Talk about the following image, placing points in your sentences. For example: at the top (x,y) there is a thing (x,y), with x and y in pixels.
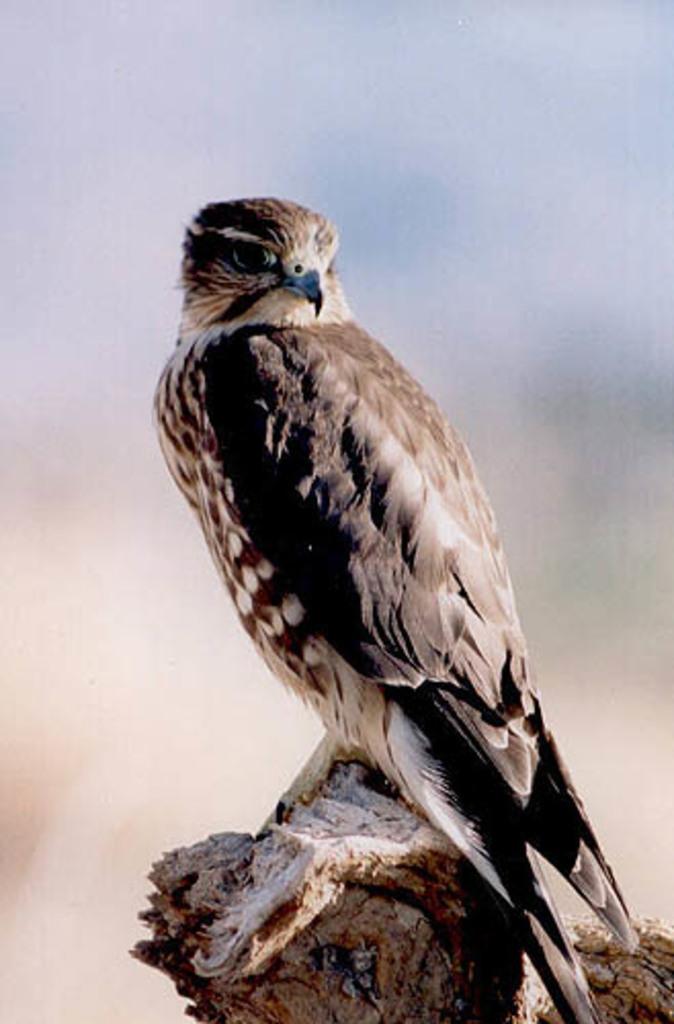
In this image I can see a bird (357,420) which is brown, black and white in color is on the wooden log (310,900) which is brown in color and I can see the blurry background (137,626).
